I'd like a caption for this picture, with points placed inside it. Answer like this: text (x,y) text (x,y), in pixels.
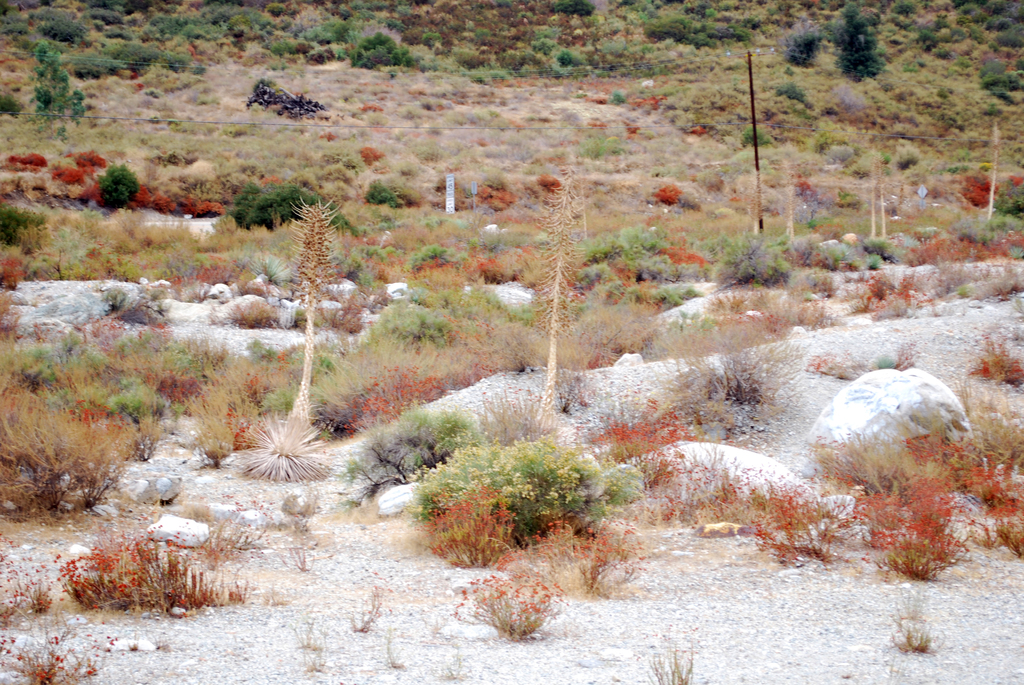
In this image we can see plants (365,460), stones (206,318). there is a pole (760,218). At the bottom of the image (640,644) there is ground (507,669).
